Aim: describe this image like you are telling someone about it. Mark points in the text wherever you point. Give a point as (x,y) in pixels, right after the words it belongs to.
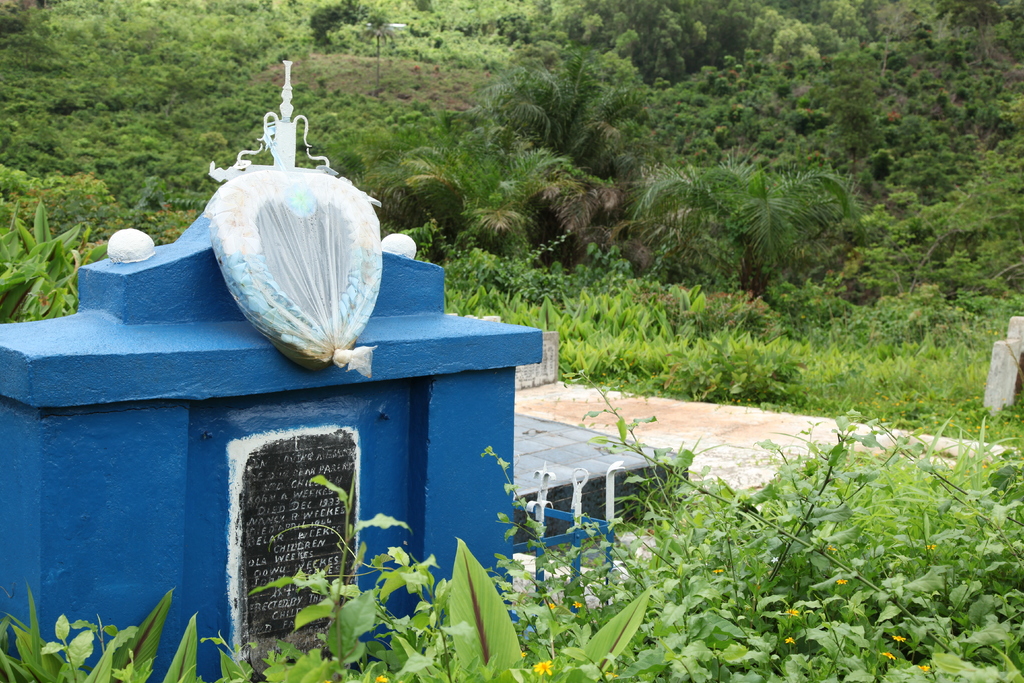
This picture shows a tomb (479,336) and surrounded by trees (739,251) and plants (578,170).
